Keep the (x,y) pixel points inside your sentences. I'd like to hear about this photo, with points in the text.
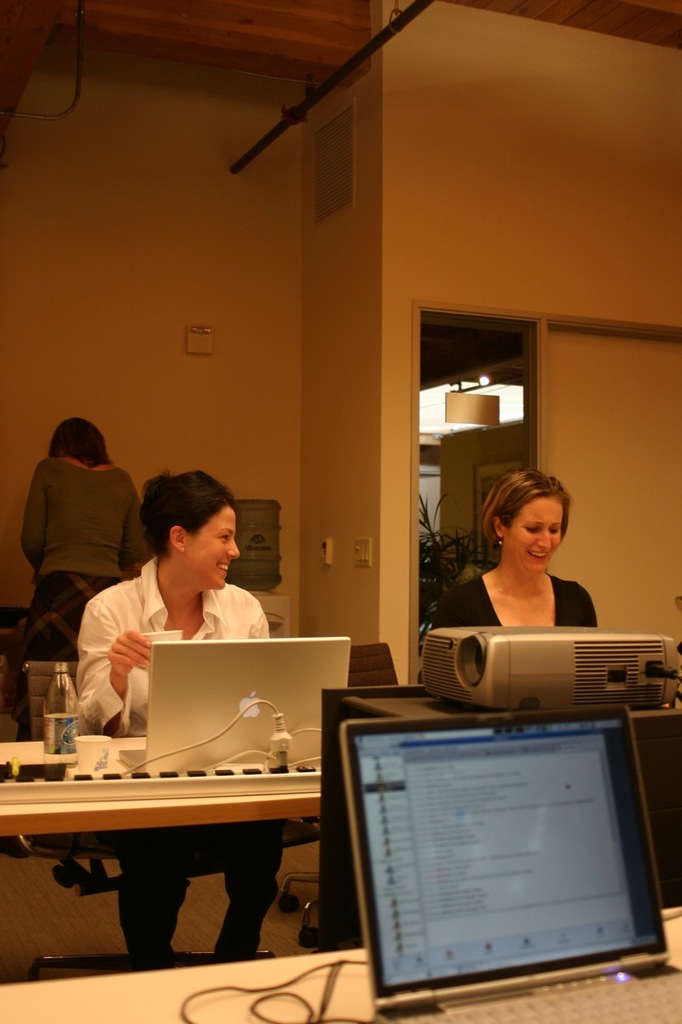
In this picture we can see two persons (153,570) sitting on chair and in front of them there is table (129,764) and on table (123,809) we can see bottle (67,756), cup (88,761), laptop (216,722), wires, machine (660,641) and in background (626,625) we can see woman (80,445) standing, wall (212,251), light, plant (432,541).
